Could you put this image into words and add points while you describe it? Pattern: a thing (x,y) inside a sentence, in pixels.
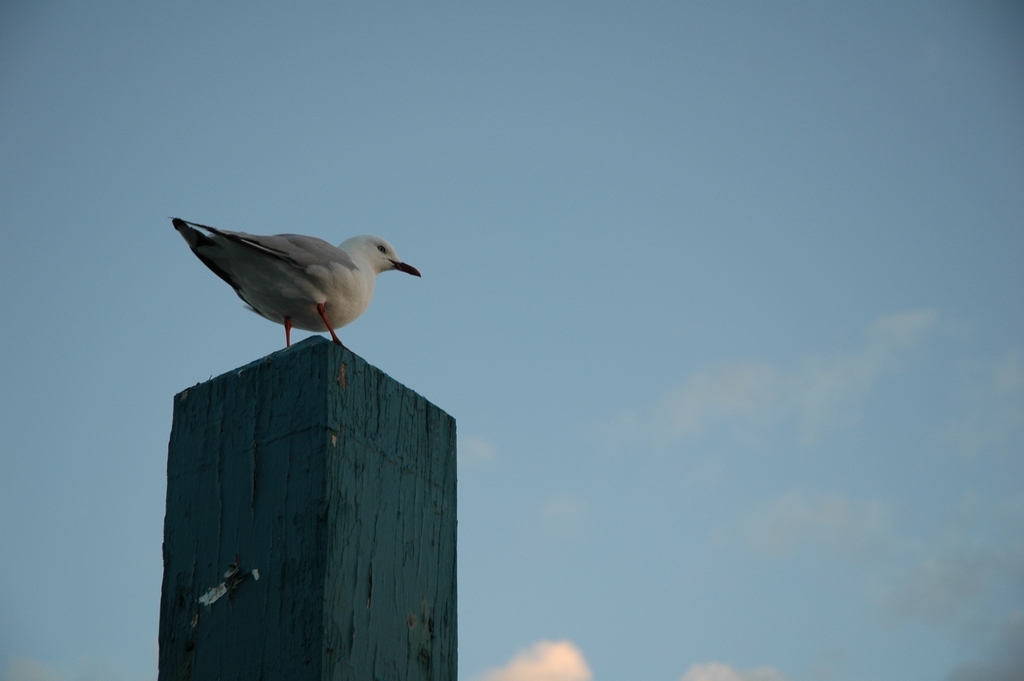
In this image there is a bird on the pillar (261,501). In the background of the image (595,307) there is sky (676,310).
